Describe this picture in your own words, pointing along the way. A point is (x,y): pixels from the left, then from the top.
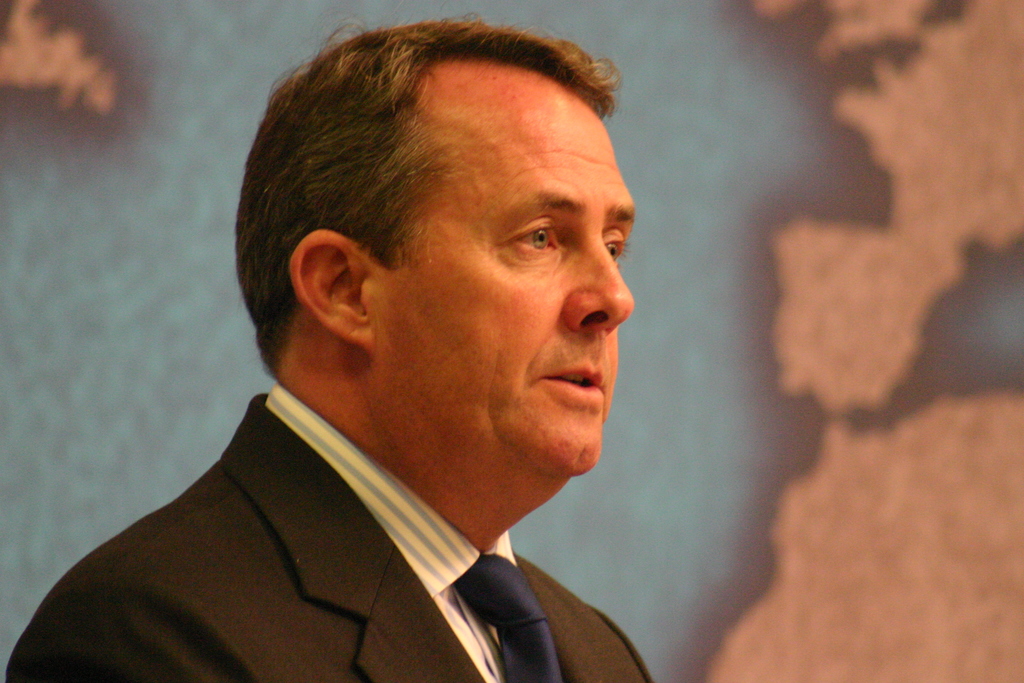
In this picture we can see a person (434,594) wearing suit (401,608). The background (779,393) is blurred.
